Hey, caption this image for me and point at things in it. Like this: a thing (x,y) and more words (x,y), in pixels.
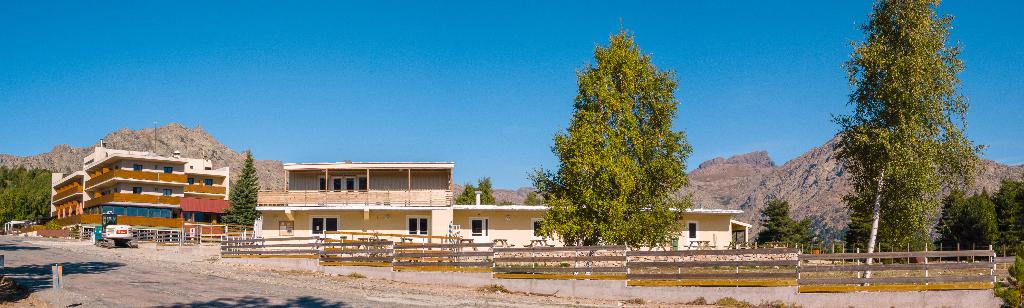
In the foreground of the picture (290,275) we can see railing (627,267), road (161,298), plants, soil (283,280) and other objects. In the middle of the picture (577,166) there are trees (583,211), buildings (150,225) and mountain (183,148). At the top (207,44) it is sky (181,121).
